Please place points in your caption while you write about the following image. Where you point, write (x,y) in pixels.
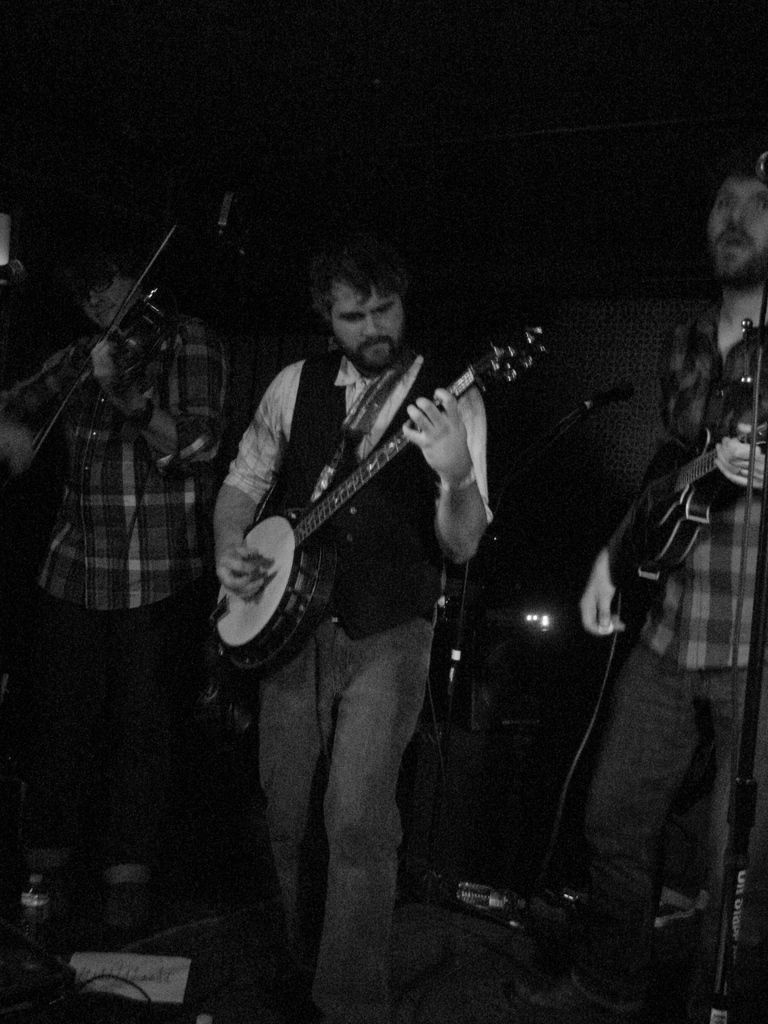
In the picture we can find a three men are standing and holding musical instruments (534,340). In background (293,195) we can find wall (554,343).
